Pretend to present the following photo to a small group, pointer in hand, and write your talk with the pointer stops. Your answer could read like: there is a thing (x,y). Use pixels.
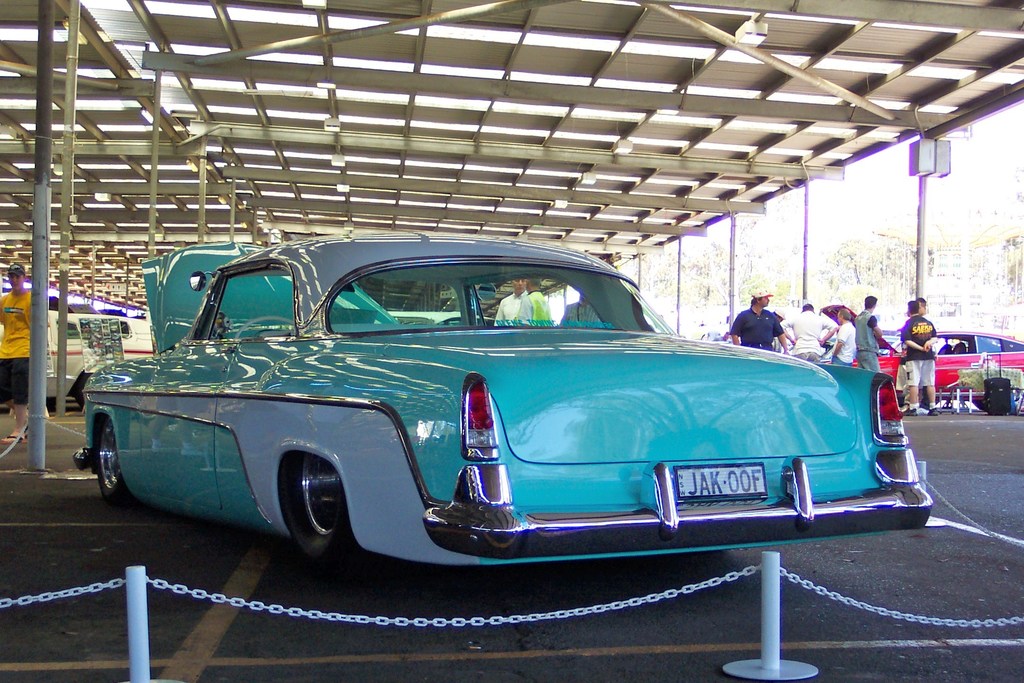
In the middle of the picture (410,358), we see a blue color car (446,338) parked under the shed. Beside that, we see people (816,354) standing on the road (907,417). Behind them, there is a red car (947,375) parked. At the bottom of the picture (108,584), we see stoppers (772,590) and chain (858,607). The boy (22,308) on the left corner of the picture (16,317) wearing a yellow t-shirt (26,344) is walking. On the right corner of the picture (789,300), there are trees (849,281).
